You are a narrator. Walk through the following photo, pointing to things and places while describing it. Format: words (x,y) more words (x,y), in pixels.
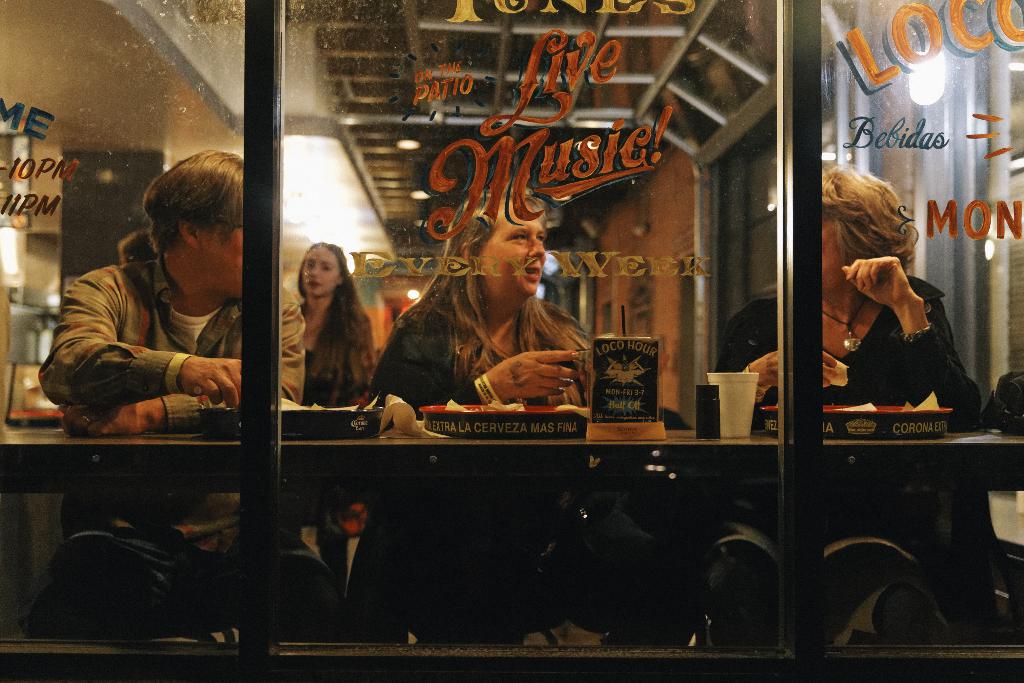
In this image we can see the glass wall (485,512) with some text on it and there are some people (566,349) sitting and there is a table (424,488) in front of them and on the table (621,447) we can see a cup (738,431) and some other things (598,432). There is a woman (360,330) in the background (346,317) and the place looks like a restaurant.
